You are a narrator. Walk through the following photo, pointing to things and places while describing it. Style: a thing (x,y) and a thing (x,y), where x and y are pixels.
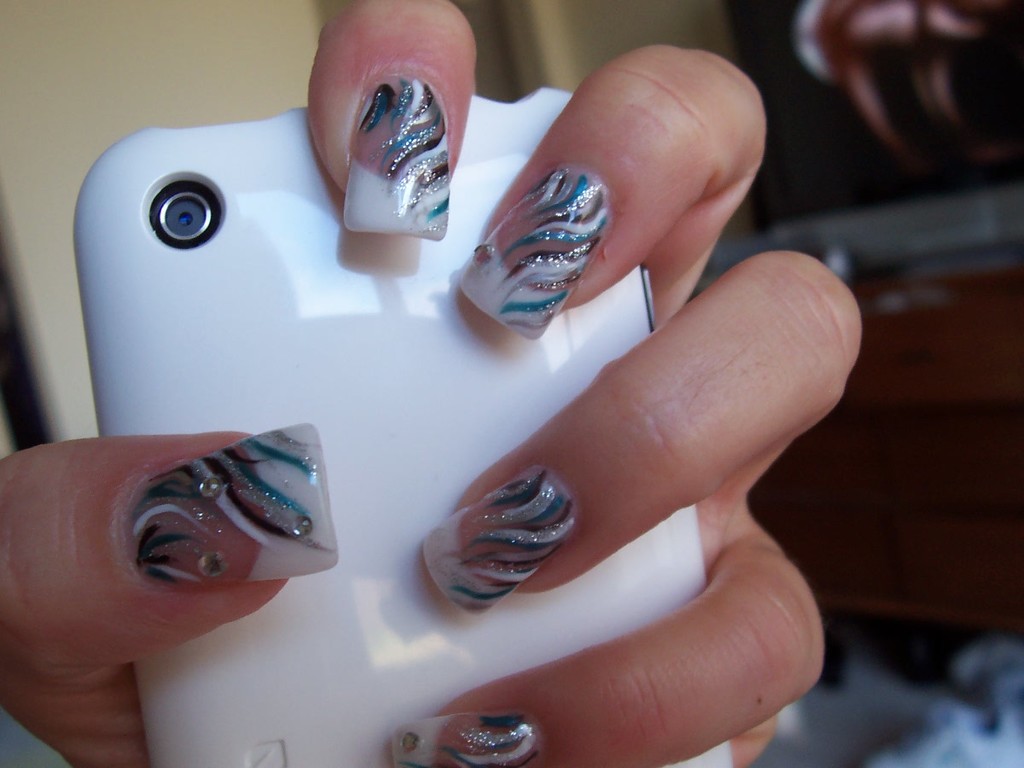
In this image we can see a person hand (215,574) holding a cellphone (468,358) with some blurry background (173,77).
